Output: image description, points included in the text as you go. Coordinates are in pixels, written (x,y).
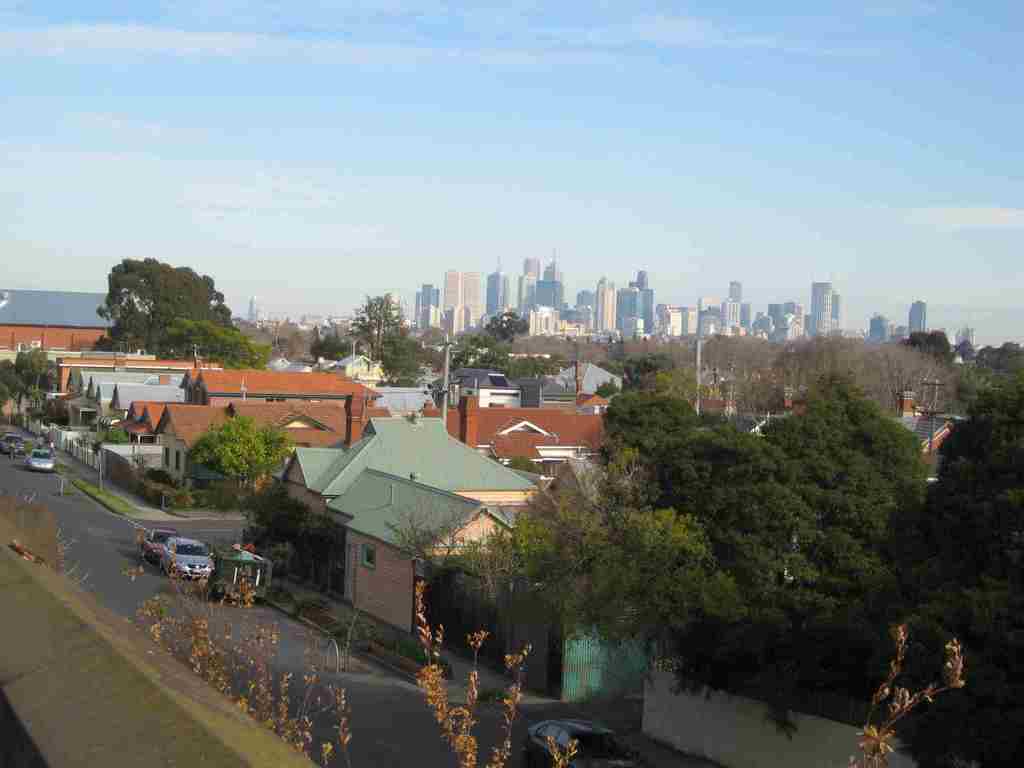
In the center of the image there is a road (253,615) and we can see cars (145,545) on the road (376,697). There are buildings (542,430) and sheds (244,394). We can see trees (953,472). In the background (354,223) there are poles (700,344) and sky (367,118).
